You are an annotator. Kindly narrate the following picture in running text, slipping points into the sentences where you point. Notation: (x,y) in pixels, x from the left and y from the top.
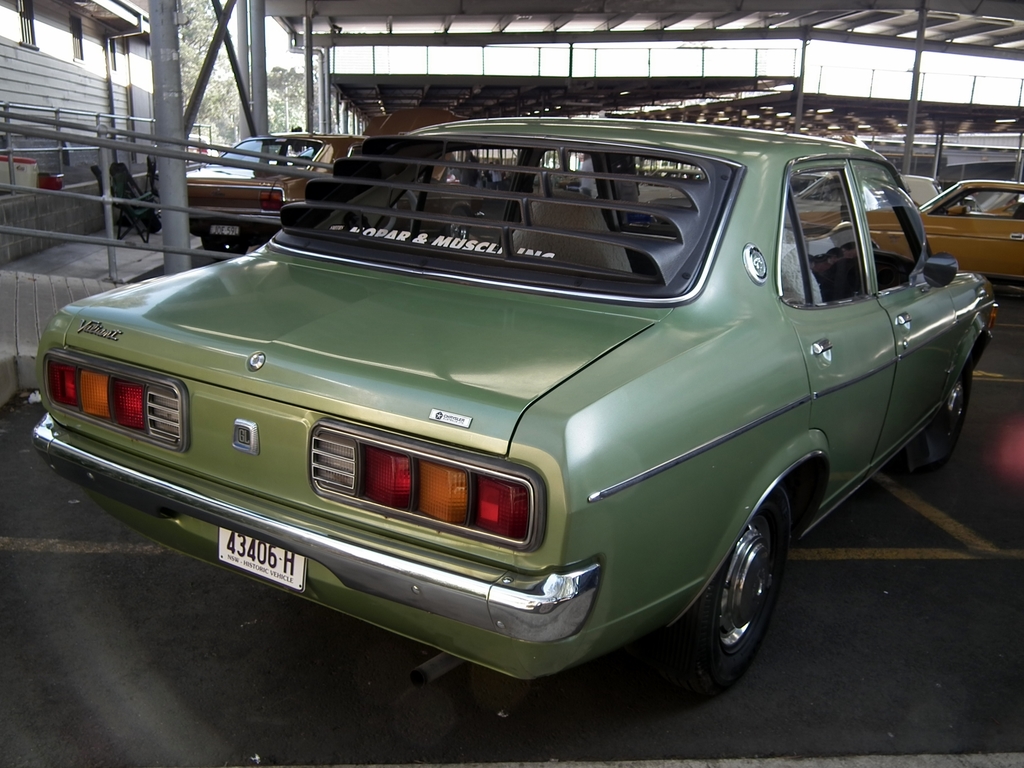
In this picture we can see vehicles (241,431) on the ground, here we can see a fence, poles (258,20) and in the background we can see trees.
